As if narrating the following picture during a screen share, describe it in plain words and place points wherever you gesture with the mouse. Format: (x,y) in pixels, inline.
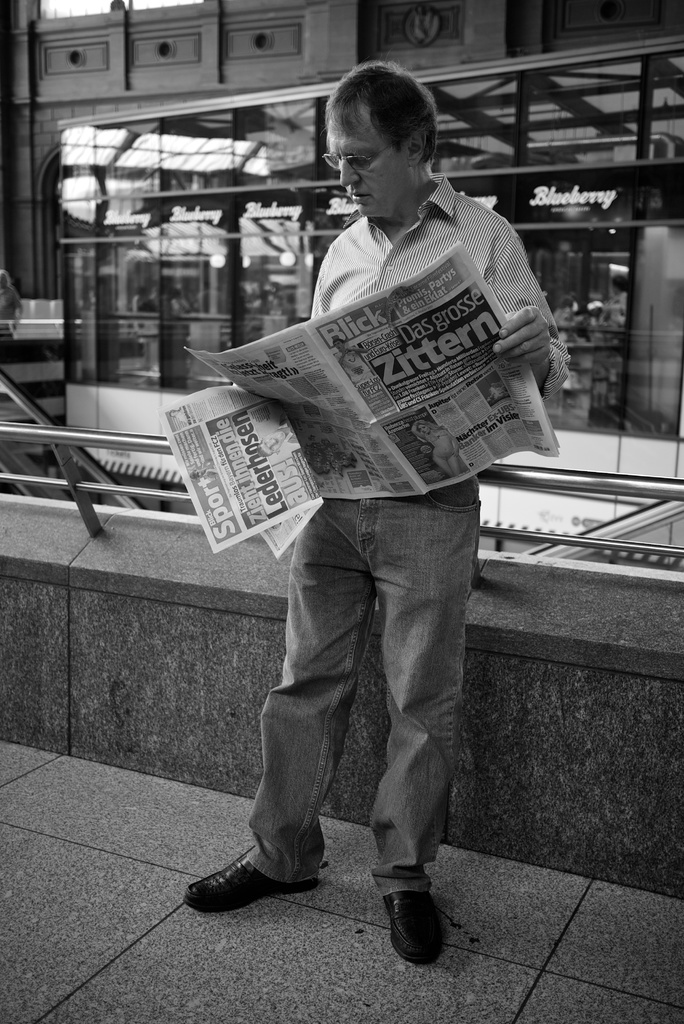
In this picture there is a person (401,579) standing and holding the paper (481,375). At the back (498,52) there is a building (288,31) and there is a railing (59,448) on the wall (258,558). At the bottom (94,890) there is a floor (94,878).
